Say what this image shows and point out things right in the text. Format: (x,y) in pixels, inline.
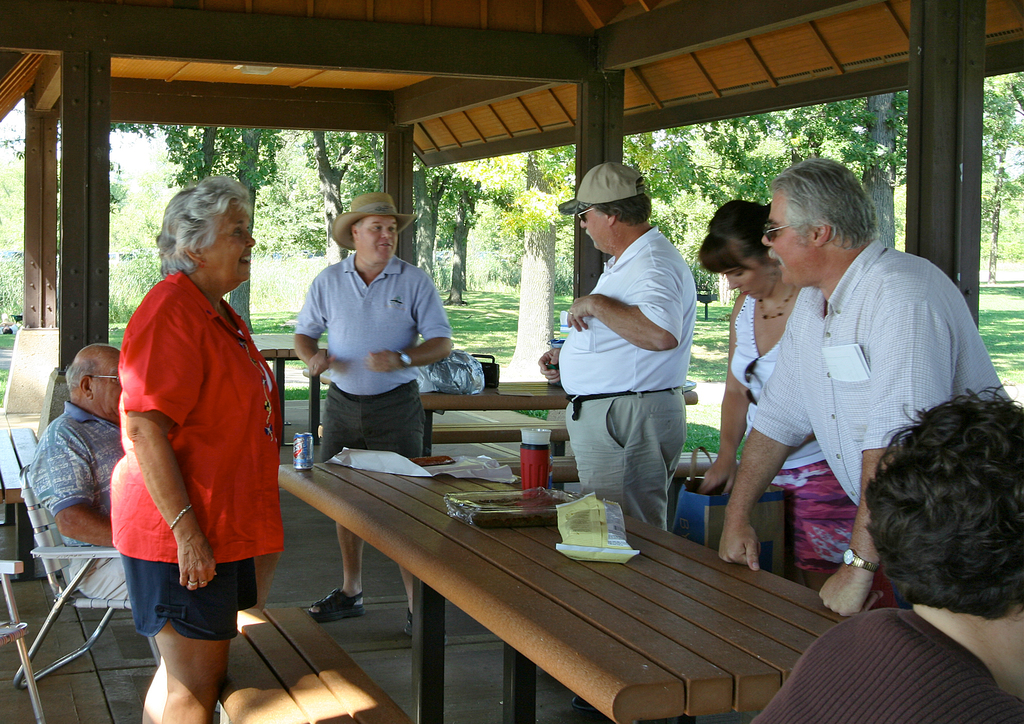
On the right side (865,389) 4 people (808,411) are standing and talking behind them there are trees (688,200). On the left (163,481) a woman (267,561) is standing and wearing a red color T-shirt (186,444).
